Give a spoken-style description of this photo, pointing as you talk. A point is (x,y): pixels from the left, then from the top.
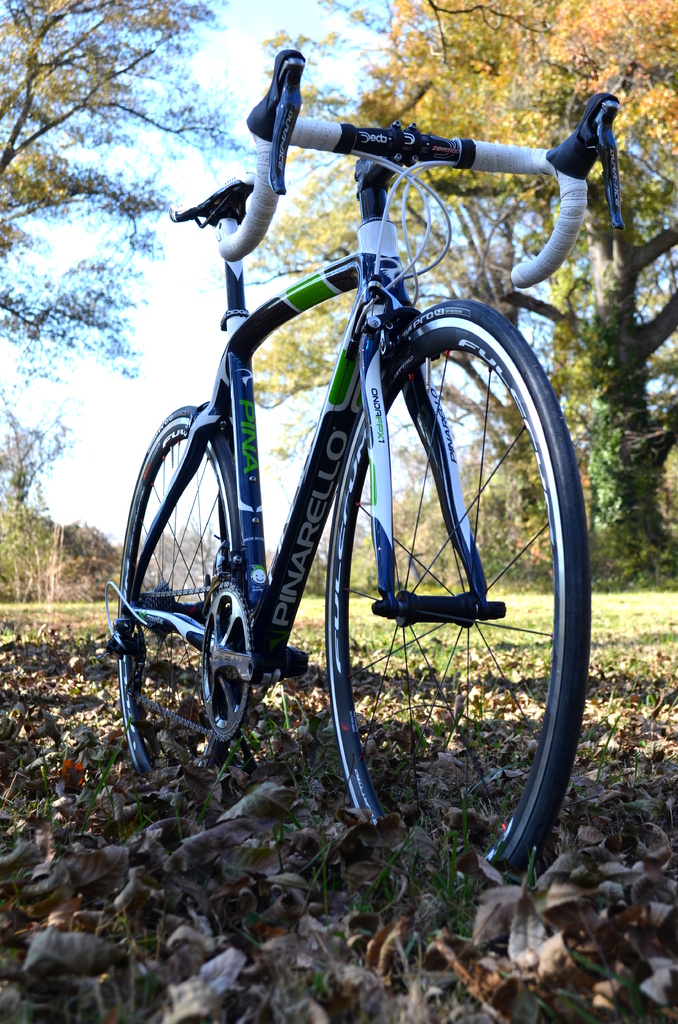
There is a bicycle (569,456) in the foreground (378,497) on the dry grass floor (322,806), there are trees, grassland (367,608) and sky (43,395) in the background (43,395).
